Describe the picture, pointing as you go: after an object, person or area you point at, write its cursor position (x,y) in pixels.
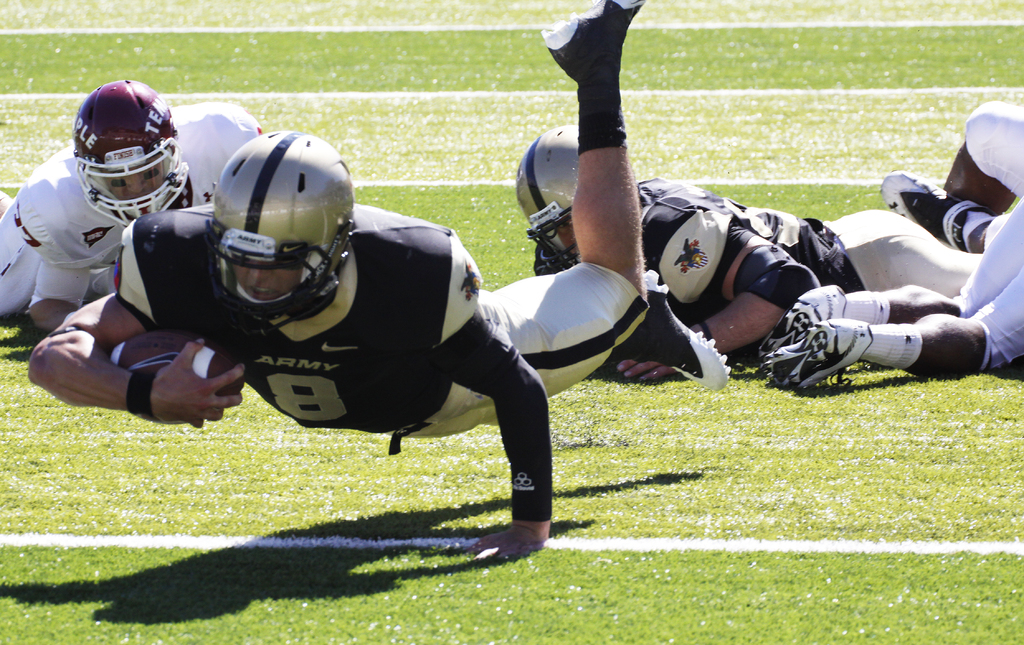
I think, this picture is taken in a ground (444,443). On the ground (554,399), there are people (865,232) playing with the ball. All the men (446,274) are wearing black and white clothes (870,236) and helmets (237,257). Towards the left (156,422), there is a man (214,330) holding a ball (156,332).
